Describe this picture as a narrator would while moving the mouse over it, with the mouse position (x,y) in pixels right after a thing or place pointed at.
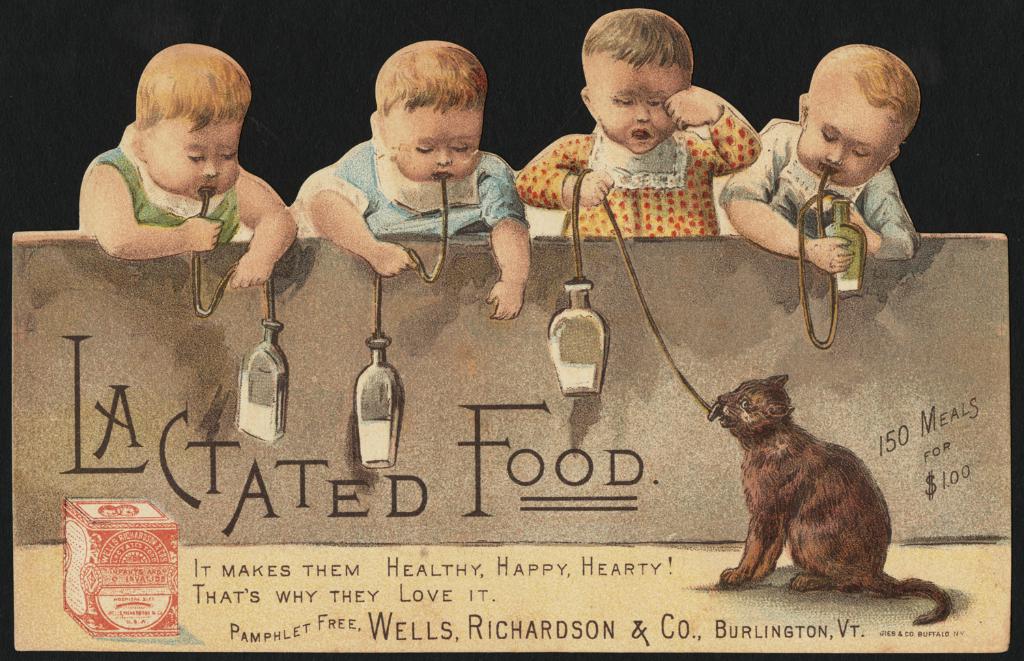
It is a poster. I can see a cat (756,449) sitting and holding a rope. There are four kids (563,175) holding the ropes (820,185). This is the wall (331,478) with the letters (930,421) and numbers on it. The background (326,30) looks dark.
